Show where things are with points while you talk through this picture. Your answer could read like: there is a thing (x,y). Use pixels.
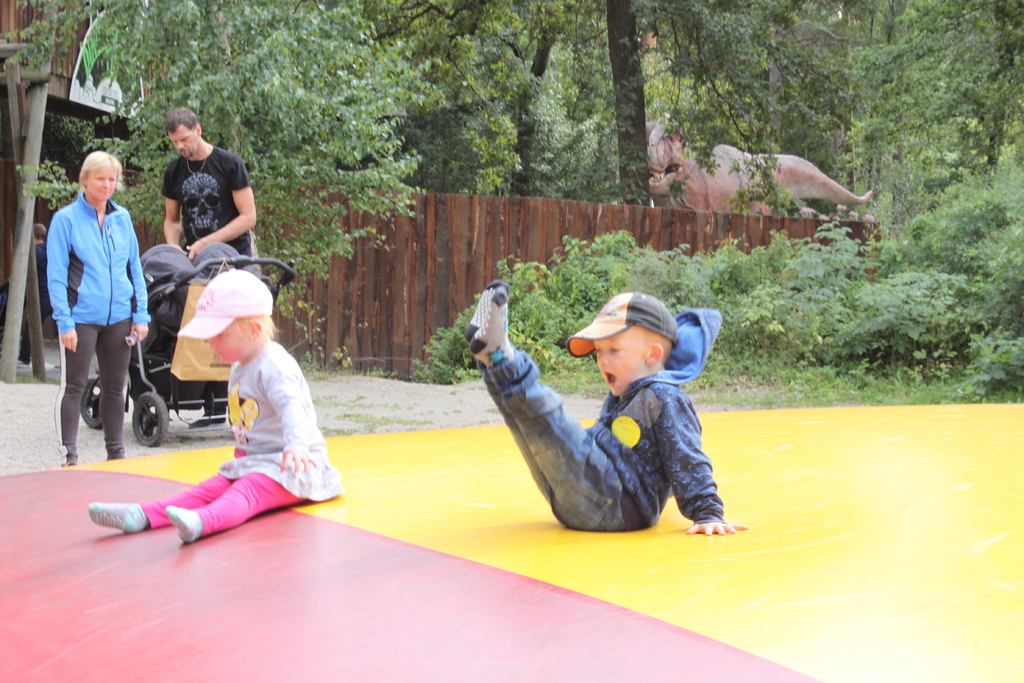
In this image we can see two children (553,487) playing on the ground (782,430). And we can see the baby trolley (177,255). And we can see the wooden fencing (503,231), dinosaur statue (797,178). And we can see the plants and trees (281,176). And we can see the two people (213,207) standing near the baby trolley (166,264).
